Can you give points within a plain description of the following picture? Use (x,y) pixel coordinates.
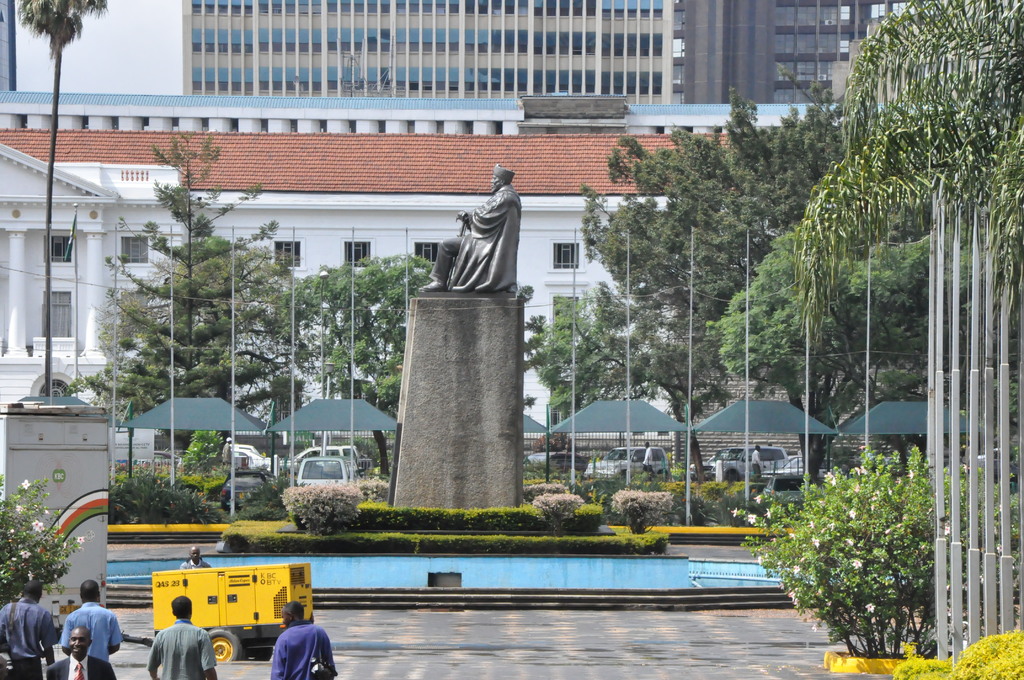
In this image I can see few people (172,628) walking. I can see a yellow vehicles (216,586). Back I can see a statue (476,221) which is in grey color. I can see a vehicle's (706,468), tents (775,409), trees (344,304), buildings (369,41), windows (363,257). The building (67,226) is in white and brown color. The sky (121,40) is in white color.
